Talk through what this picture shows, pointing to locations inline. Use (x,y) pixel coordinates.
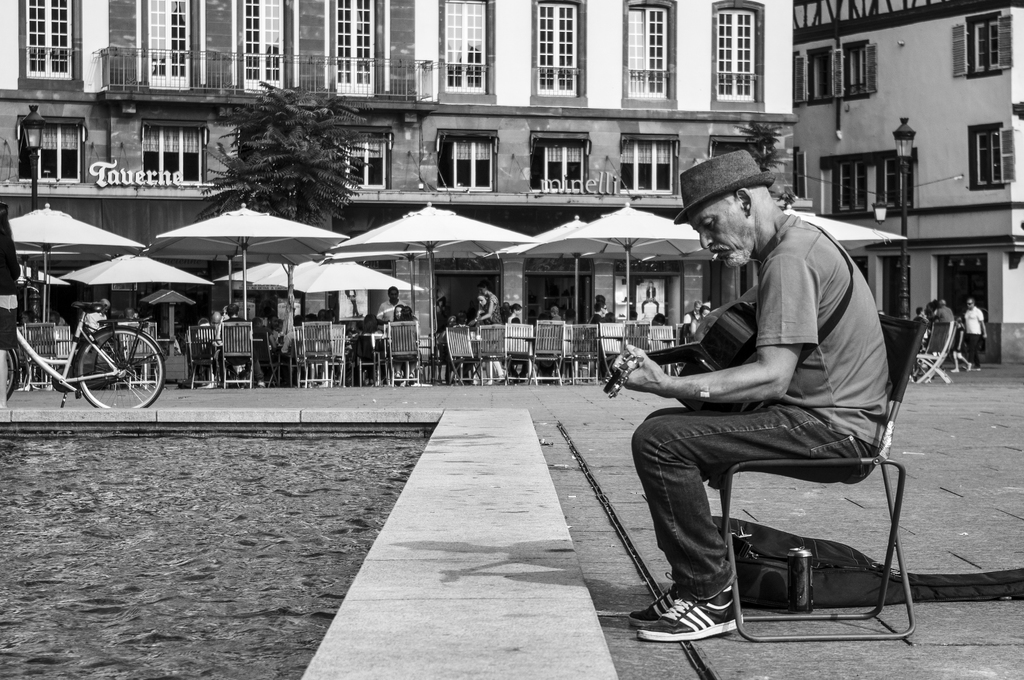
In this picture there is a man (700,428) who is sitting on the chair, on the right side of the image (829,296), he is playing guitar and there are chairs (591,348) and tables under the umbrellas (657,223) and there are buildings (501,81) in the background area of the image (507,106), there is a lamp pole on the right side of the image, there is a bicycle (90,387) on the left side of the image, there is a tree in the image.
